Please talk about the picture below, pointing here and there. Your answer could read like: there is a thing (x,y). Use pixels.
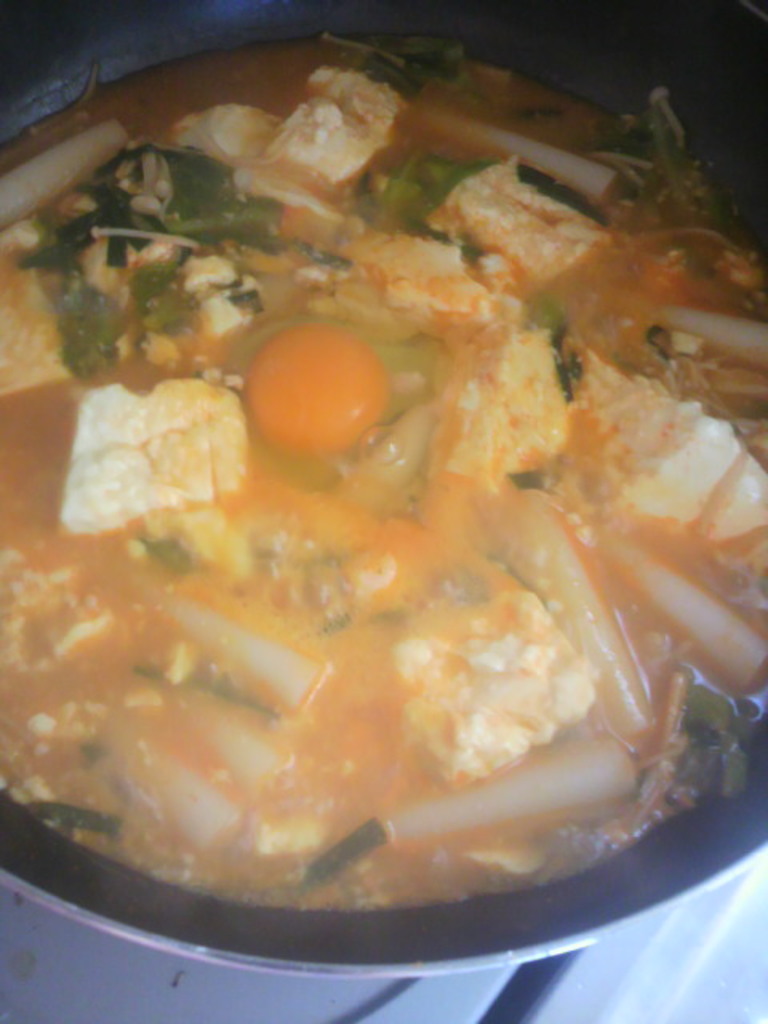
In this image we can see group of food items (461,456) and an egg (308,392) placed in a bowl (668,20).
